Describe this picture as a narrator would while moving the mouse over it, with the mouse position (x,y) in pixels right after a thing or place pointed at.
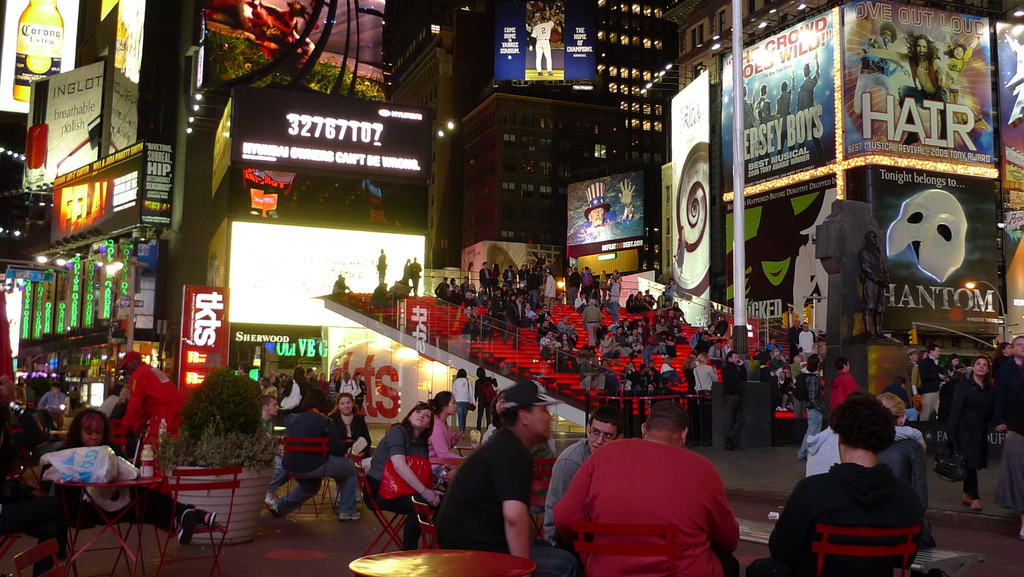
In this picture we can see some buildings (604,78) and some banners (693,124) are attached to the buildings (454,145), some people (302,445) are sitting on the chairs (421,516) in front of them there are some tables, there are some stairs (340,298) some people (573,357) are sitting on the stairs (488,352).
